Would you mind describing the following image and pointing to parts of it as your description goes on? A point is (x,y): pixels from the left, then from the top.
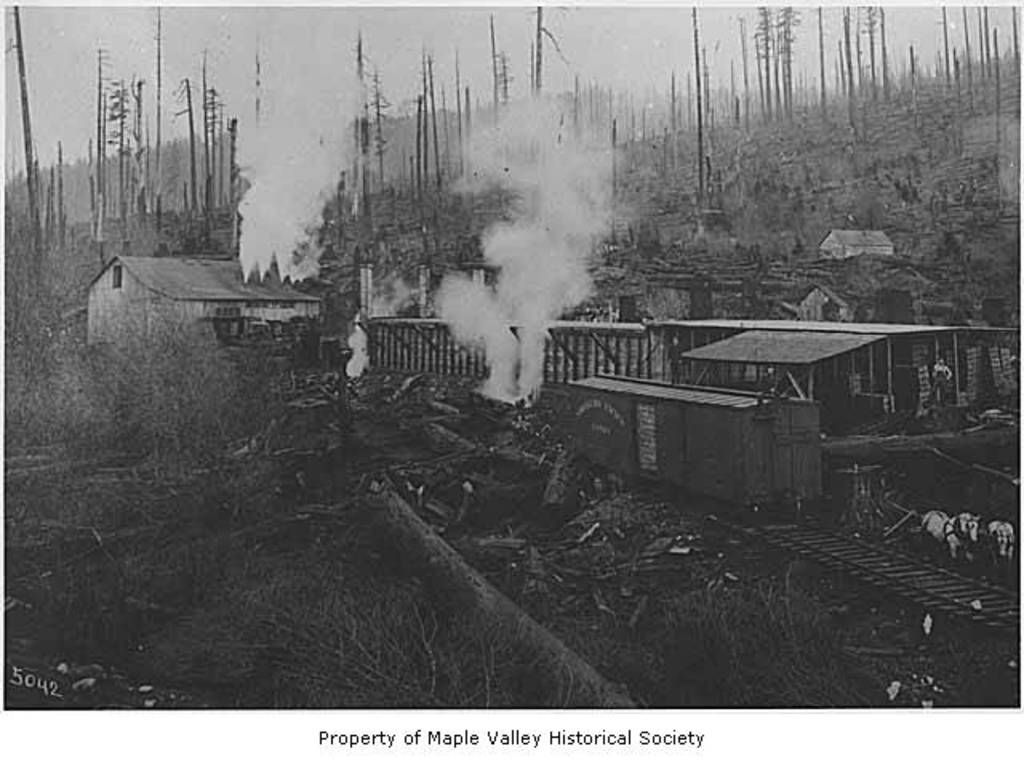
This is a black and white image, in this image in the center (650,370) there is a train (805,434) and house (557,353) and some smoke (536,338) is coming out from the train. At the bottom (311,605) there are some plants (180,503) and grass (127,356), in the background (615,158) there are some trees (188,180) and poles (188,180) and at the bottom of the image (566,735) there is some text (362,738).
